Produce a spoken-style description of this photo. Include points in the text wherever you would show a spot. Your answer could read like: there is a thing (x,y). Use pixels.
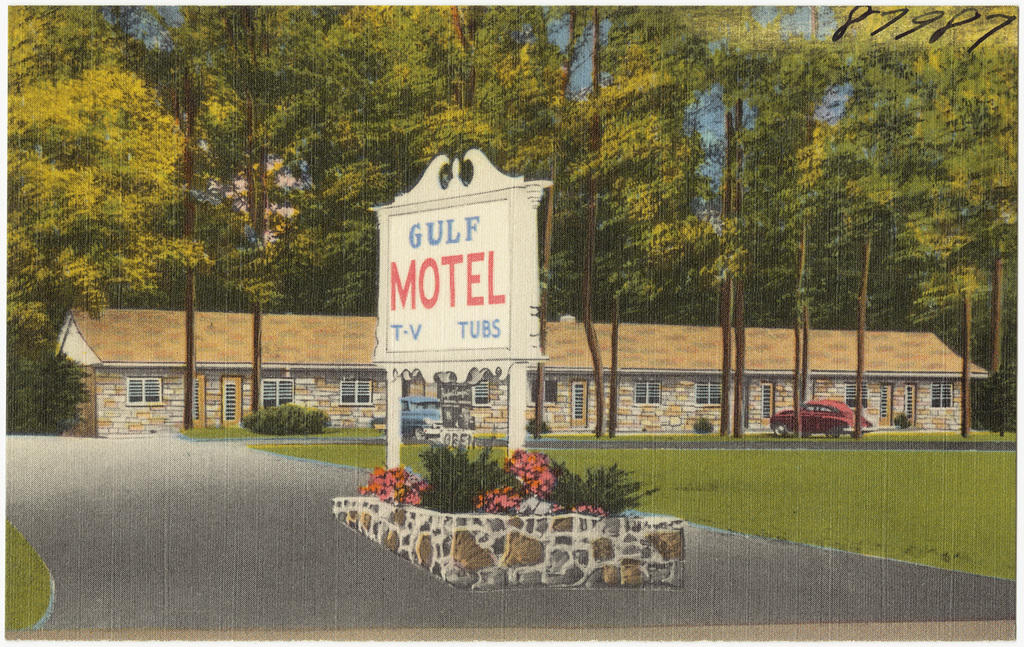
It is a poster. In this image, we can see a house (625,411) with walls (566,414), doors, glass windows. Here there are few vehicles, plants (466,478), grass (22,566) and walkway (213,478). In the middle of the image (452,318), we can see a name board (443,314) with pillars (389,431). Background (981,248) there are so many trees (553,257). Right side (995,28) top corner, we can see some numerical numbers (914,31).
